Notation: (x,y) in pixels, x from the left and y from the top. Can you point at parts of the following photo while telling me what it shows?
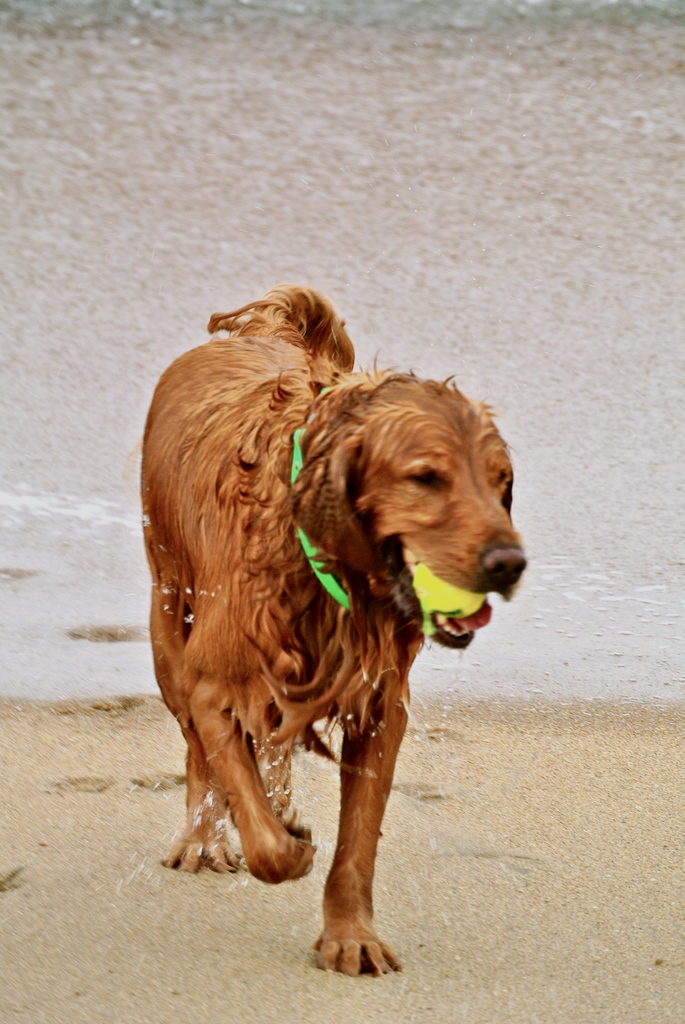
In this picture we can see the water (11,423). We can see a brown dog (185,615), a green belt (345,597) around its neck (359,611). We can see a ball (439,600) in the dog's mouth (470,624). At the bottom portion of the picture (397,919) we can see the marks of paws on the sand (399,802).
